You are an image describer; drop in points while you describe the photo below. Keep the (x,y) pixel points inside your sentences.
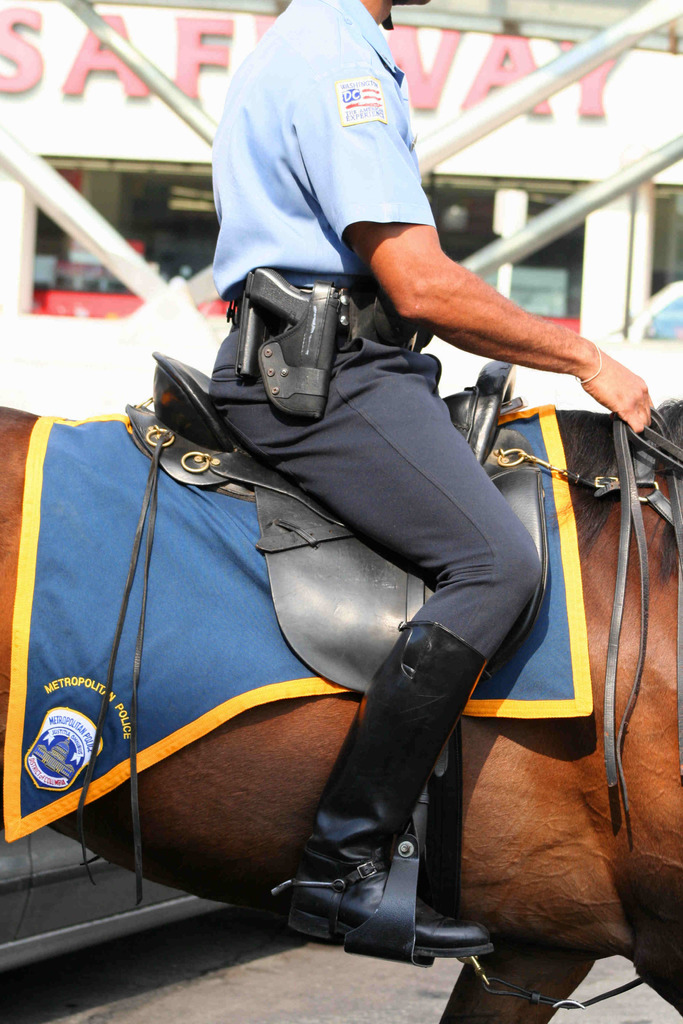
In this image we can see a man (391,426) is sitting on the horse (653,702). In the background (130,172), we can see railing (666,165), building (613,163) and board (516,41). The man (349,169) is wearing a blue color shirt (343,184), pant (449,502), black shoe (397,658) and carrying a gun (296,312).
